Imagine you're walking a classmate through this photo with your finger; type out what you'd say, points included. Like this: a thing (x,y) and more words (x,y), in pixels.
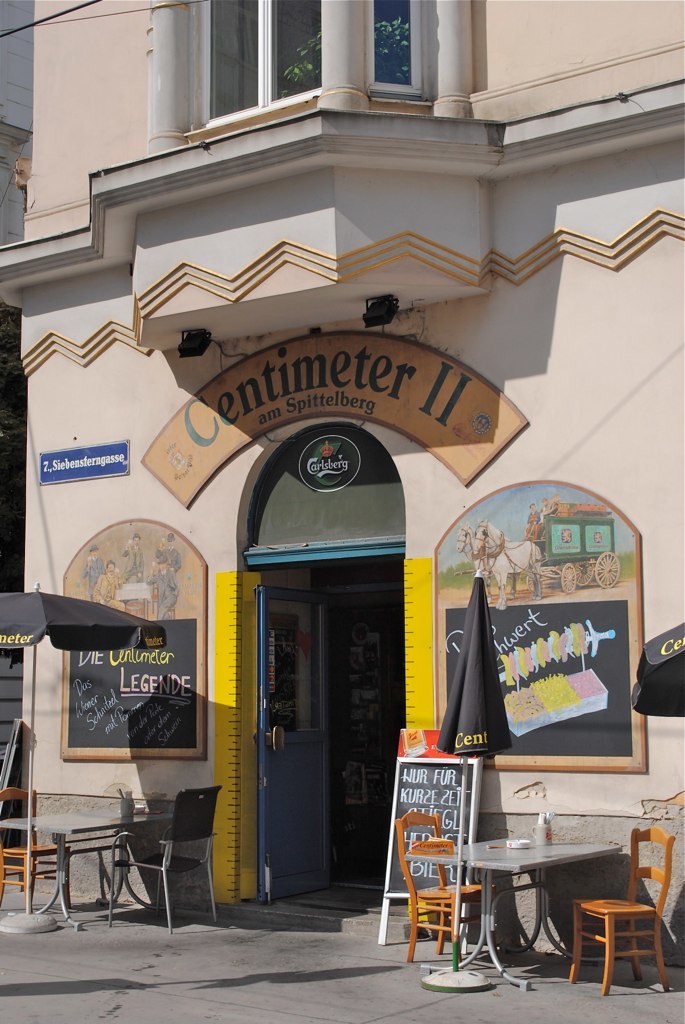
Here in this picture we can see front of a building (559,933), as we can see its door (260,694) and a window (236,0) present and we can see an umbrella (14,612) with table (74,833) and chairs (7,850) under it over there and we can see board (518,766) present on either side of the door (366,638) over there.
